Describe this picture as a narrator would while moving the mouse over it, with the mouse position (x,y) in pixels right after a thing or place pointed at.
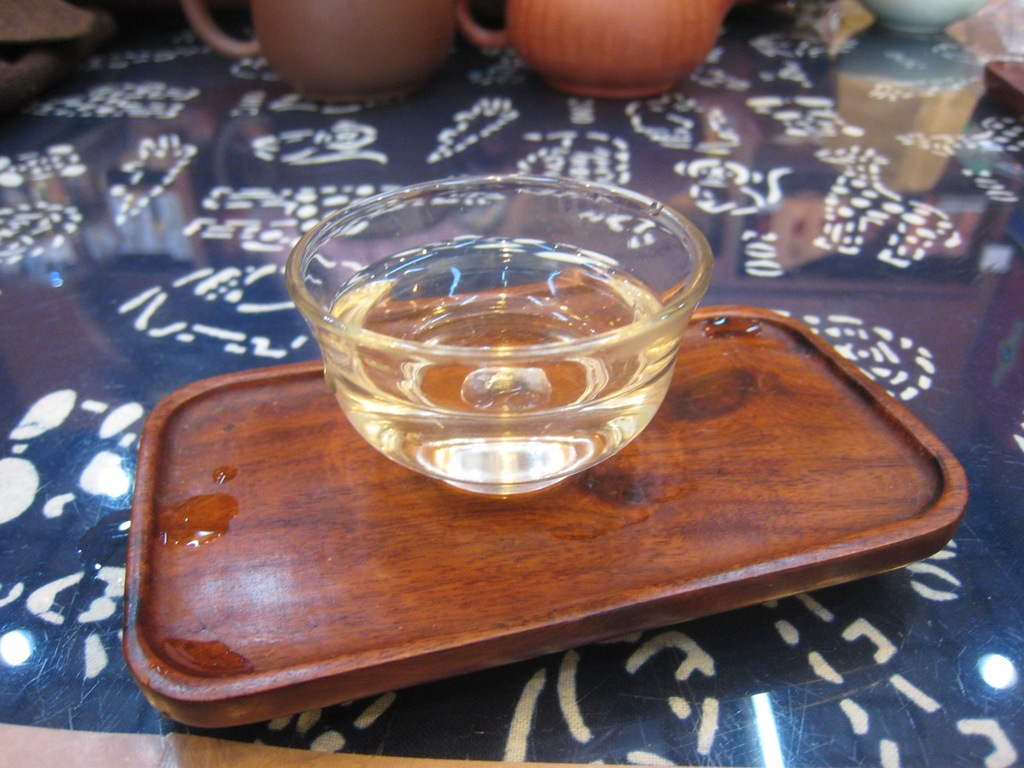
At the bottom of this image (650,527), there is tea (578,314) in a glass cup (611,369) which is on a wooden plate (379,487). This plate (737,442) is on a table (115,386), on which there are two teapots (408,85) and other objects (1,3).
